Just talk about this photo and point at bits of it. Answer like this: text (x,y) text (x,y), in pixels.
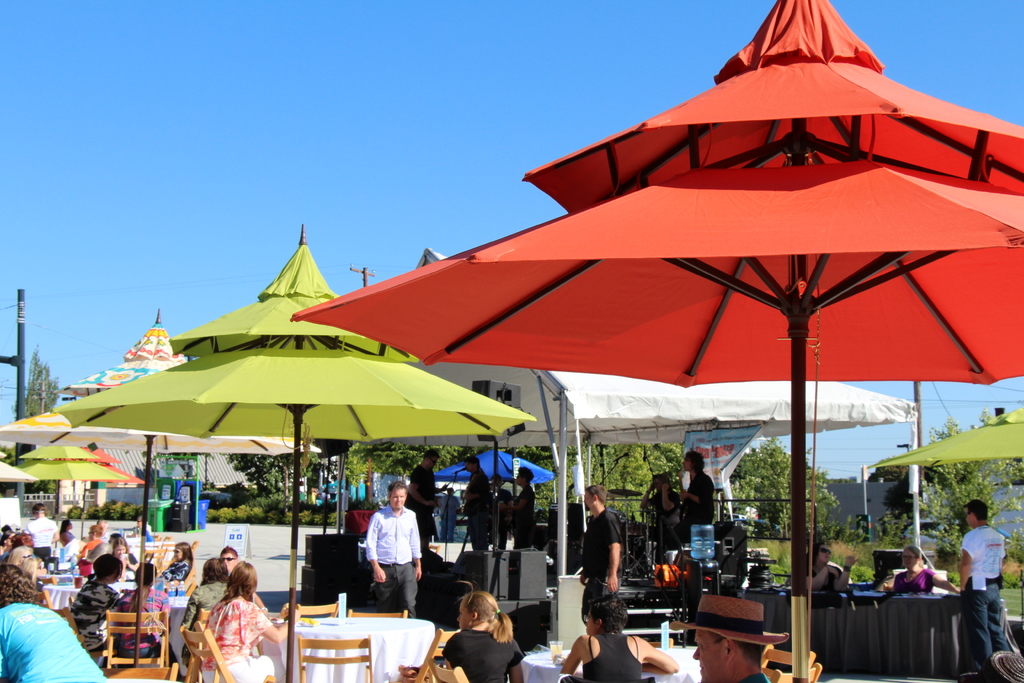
This picture is clicked outside. In the foreground (595,370) we can see the group of persons (28,643) sitting on the chairs (818,666) and we can see the tables (934,611) and the metal rods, some musical instruments (630,536) and we can see the umbrella (315,347). In the background (123,108) we can see the sky (123,108), trees (265,471), plants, group of persons (473,526), metal rods (24,311) and many other objects (352,518).
